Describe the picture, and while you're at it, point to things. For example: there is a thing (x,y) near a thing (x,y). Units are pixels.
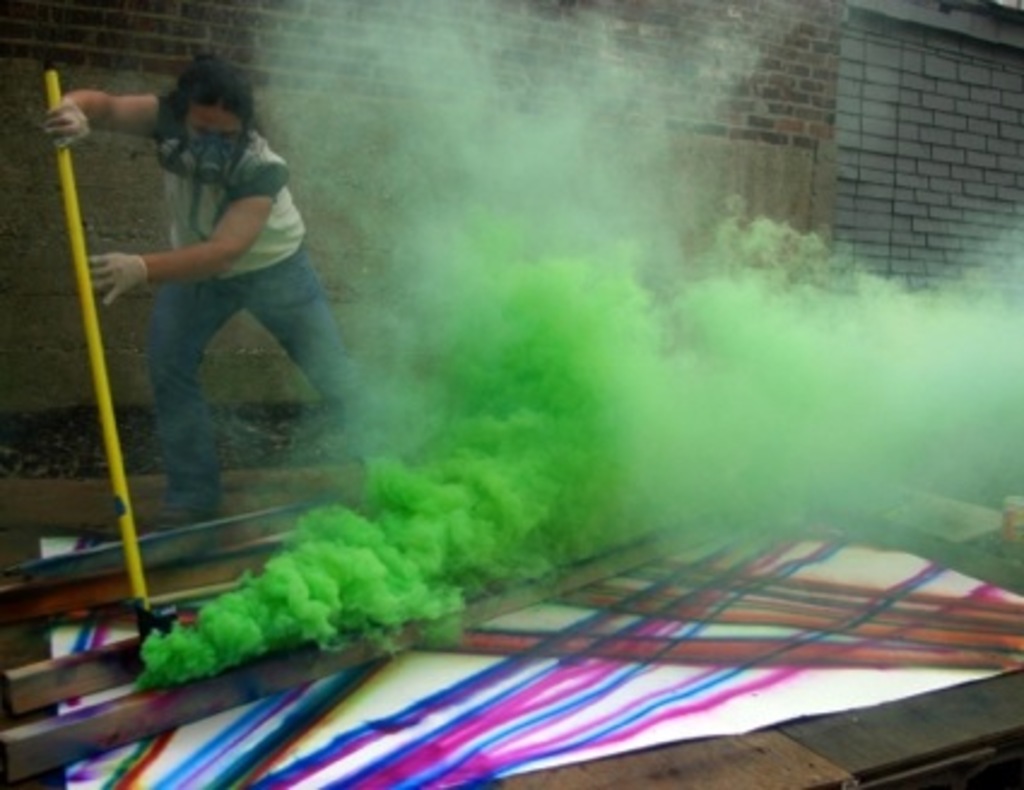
In the image I can see a person (238,271) holding something. I can see green smoke (370,566), brick wall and colorful mat (778,619) on the floor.
